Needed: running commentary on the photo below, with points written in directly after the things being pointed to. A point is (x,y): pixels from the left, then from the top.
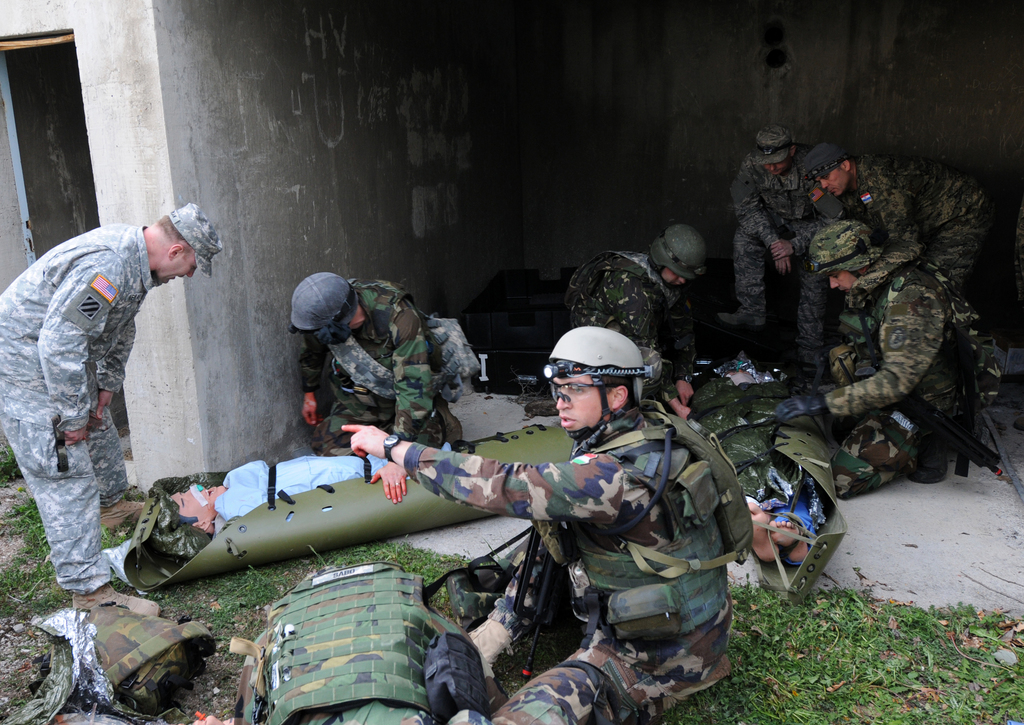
In this image we can see a group of military people (642,528). Few are standing and sitting. Here there are two people (802,552) are lying on the mat (223,544). At the bottom (869,665), we can see grass (803,688), few objects (298,650). Background (533,181) we can see a wall (402,211).
